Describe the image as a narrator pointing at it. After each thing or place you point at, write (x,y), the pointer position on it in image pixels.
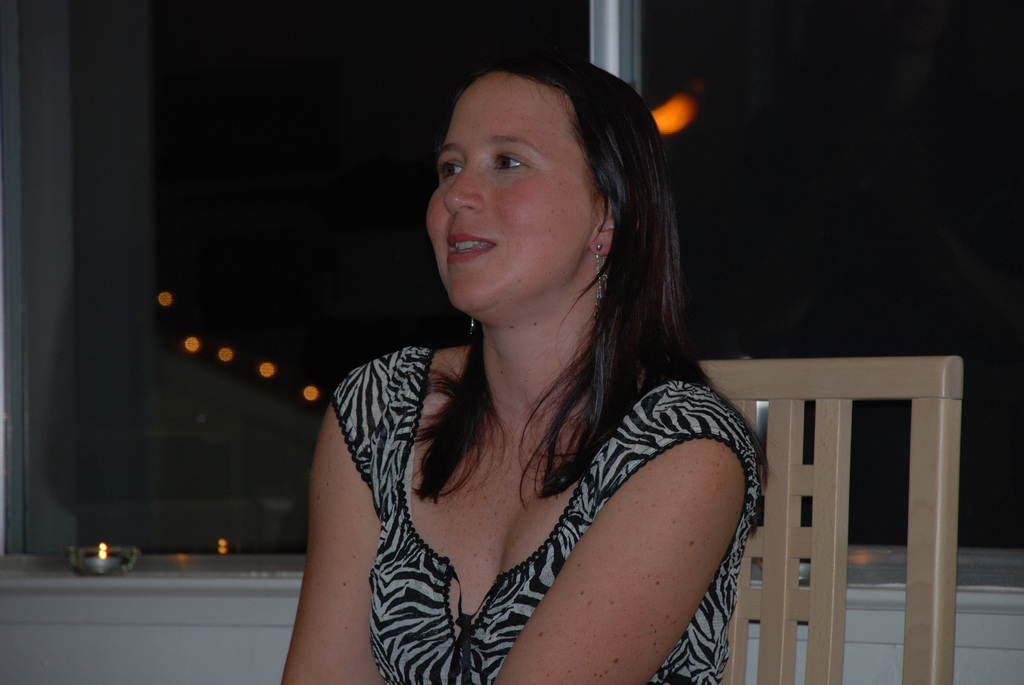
In this image there is a woman (672,429) sitting on a chair (829,471). Behind her there is a glass window (343,104) to the wall (175,642). There is a candle (118,558) near to the windows (108,524). Outside the window (379,99) it is dark.
